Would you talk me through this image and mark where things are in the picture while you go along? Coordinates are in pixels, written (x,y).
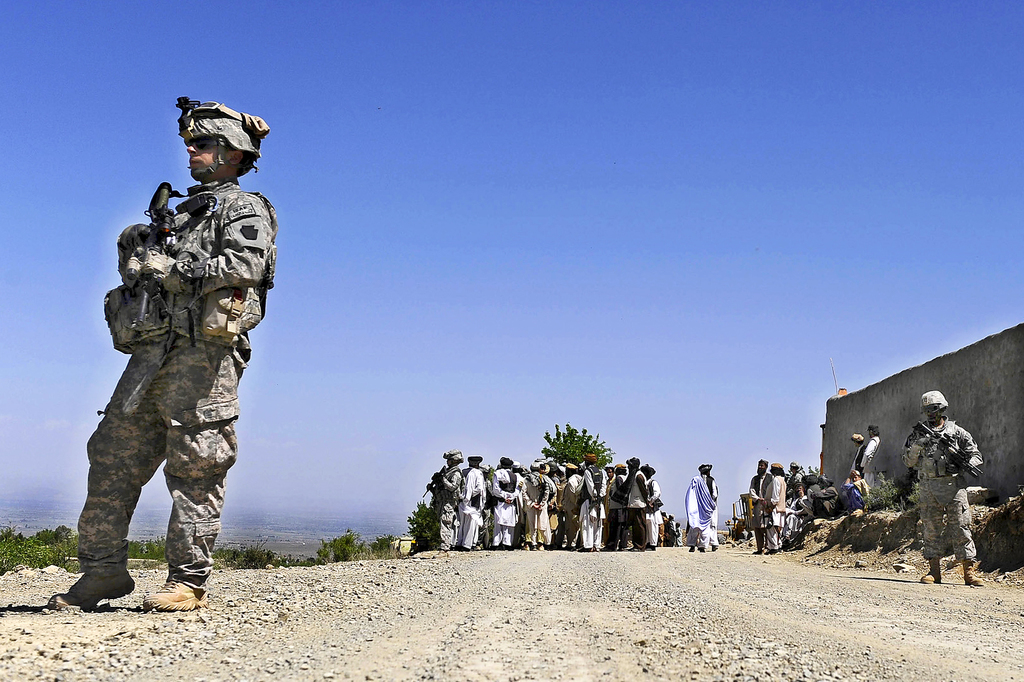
In this image I can see a person (198,343) wearing military uniform (176,402) is standing and holding a gun (160,224) in his hand (142,265). In the background (673,531) I can see few other persons (540,463) standing on the road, few trees (339,553), a wall (889,468) and the sky (549,202).
